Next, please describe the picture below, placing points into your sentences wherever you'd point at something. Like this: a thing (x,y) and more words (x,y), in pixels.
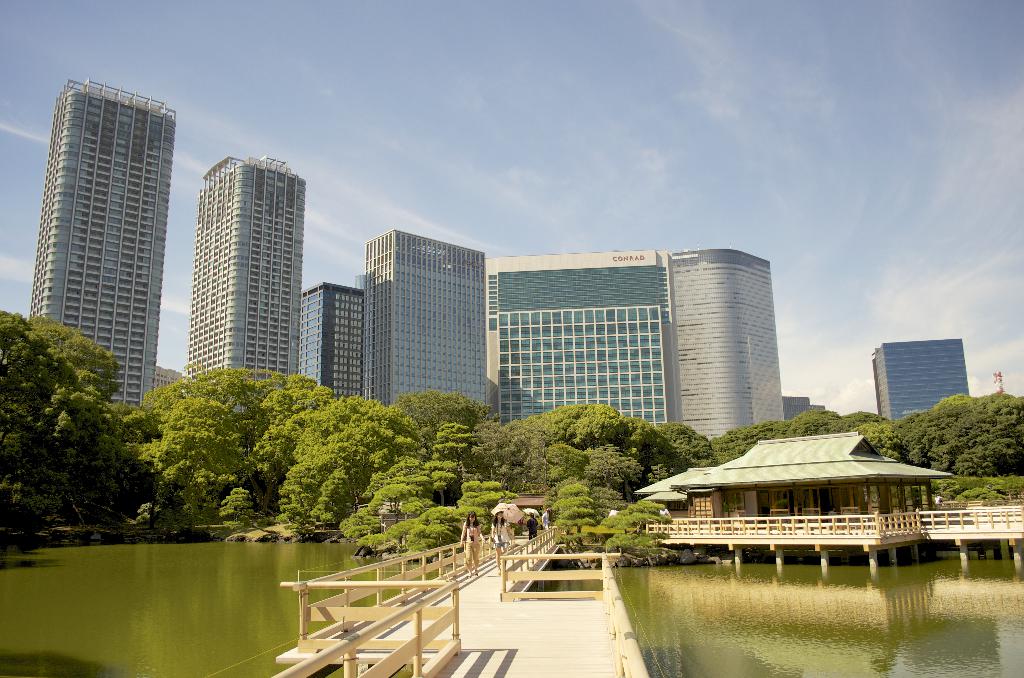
In this image, in the middle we can see a bridge (536,665), there are some people (497,549) walking on the bridge (484,562). We can see water (942,569), there are some buildings (442,340), trees (362,473) and at the top (713,52) we can see the sky (554,80).
